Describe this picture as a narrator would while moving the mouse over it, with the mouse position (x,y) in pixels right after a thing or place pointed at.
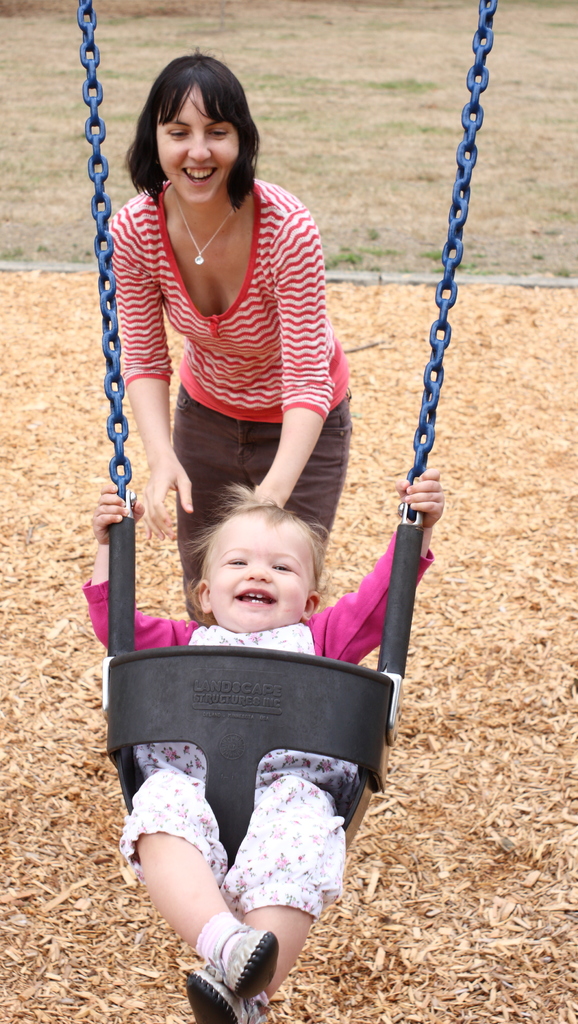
This image consists of a woman (150,320) and a small kid (184,867). The kid (184,819) is sitting in a swing (234,722) and swinging. At the bottom (418,816), there are wood chips (490,808) on the ground (446,587).
